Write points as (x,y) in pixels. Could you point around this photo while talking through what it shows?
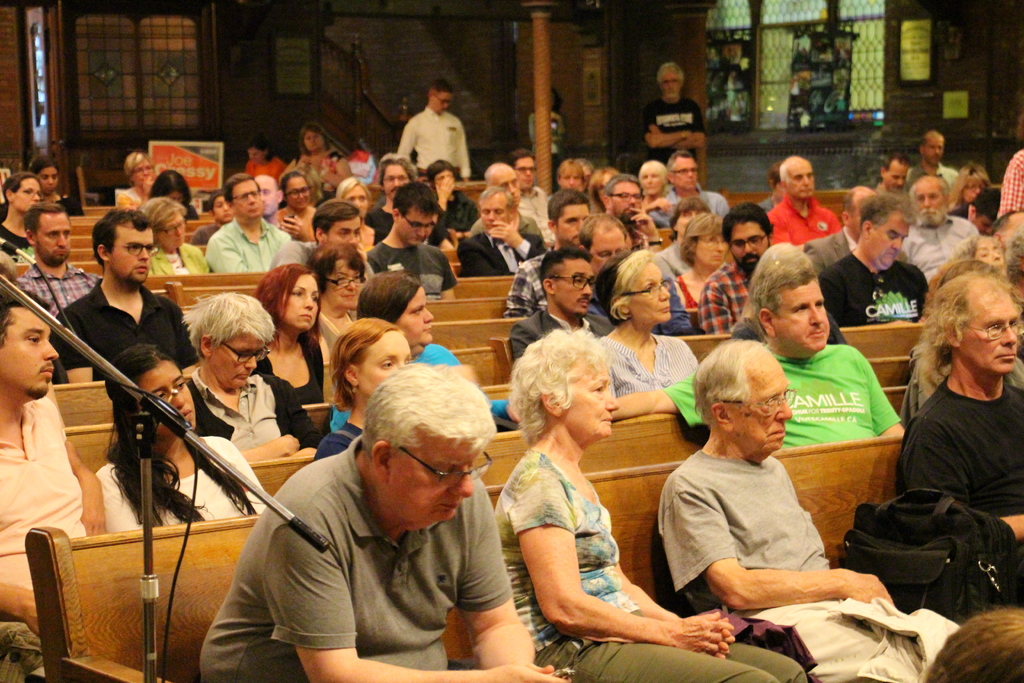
There are groups of people (366,196) sitting on the benches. This looks like a mike stand (169,424). I can see few people (463,134) standing. Here is a pole (546,139). I think these are the windows (122,101). I can see the stairs (364,85) with the staircase holder (360,58). I think these are the posters (918,22) and the frames (951,36), which are attached to the wall (1003,103).
